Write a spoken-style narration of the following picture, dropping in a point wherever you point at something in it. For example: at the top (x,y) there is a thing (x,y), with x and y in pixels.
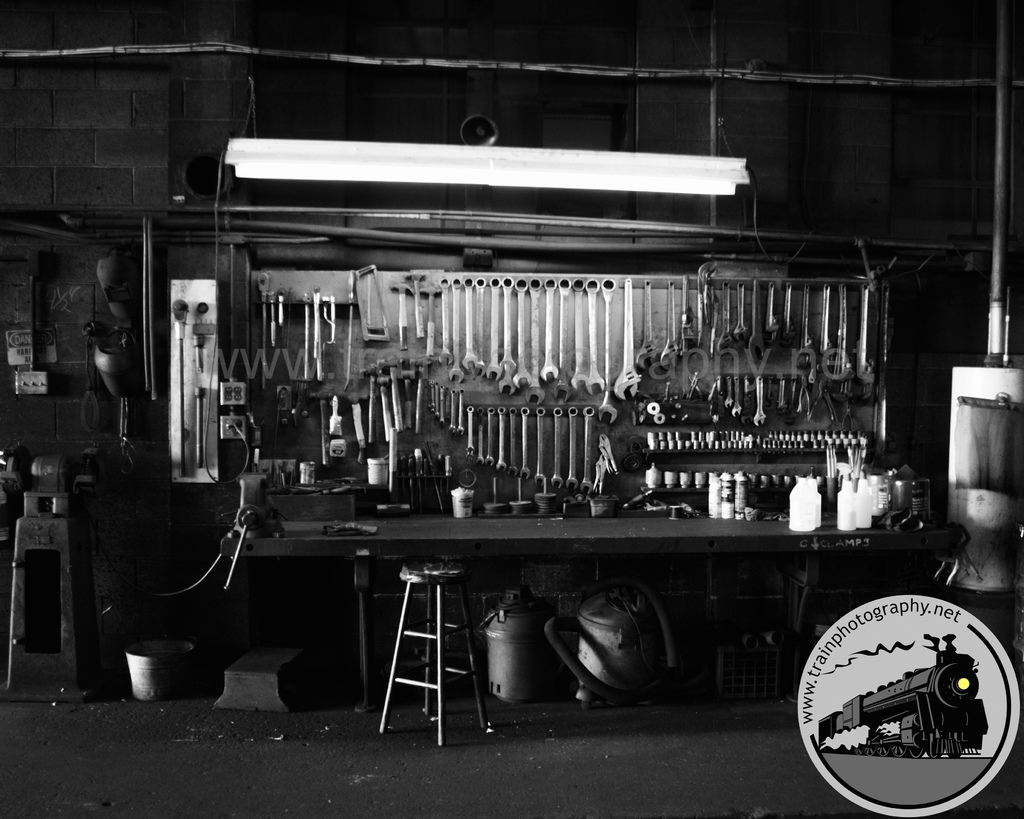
In this image, in the middle (445,305) I can see many types of tools (526,301) hanging and at the bottom (428,642) there is a stool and in the background (410,655) I can see the wall (243,117).
